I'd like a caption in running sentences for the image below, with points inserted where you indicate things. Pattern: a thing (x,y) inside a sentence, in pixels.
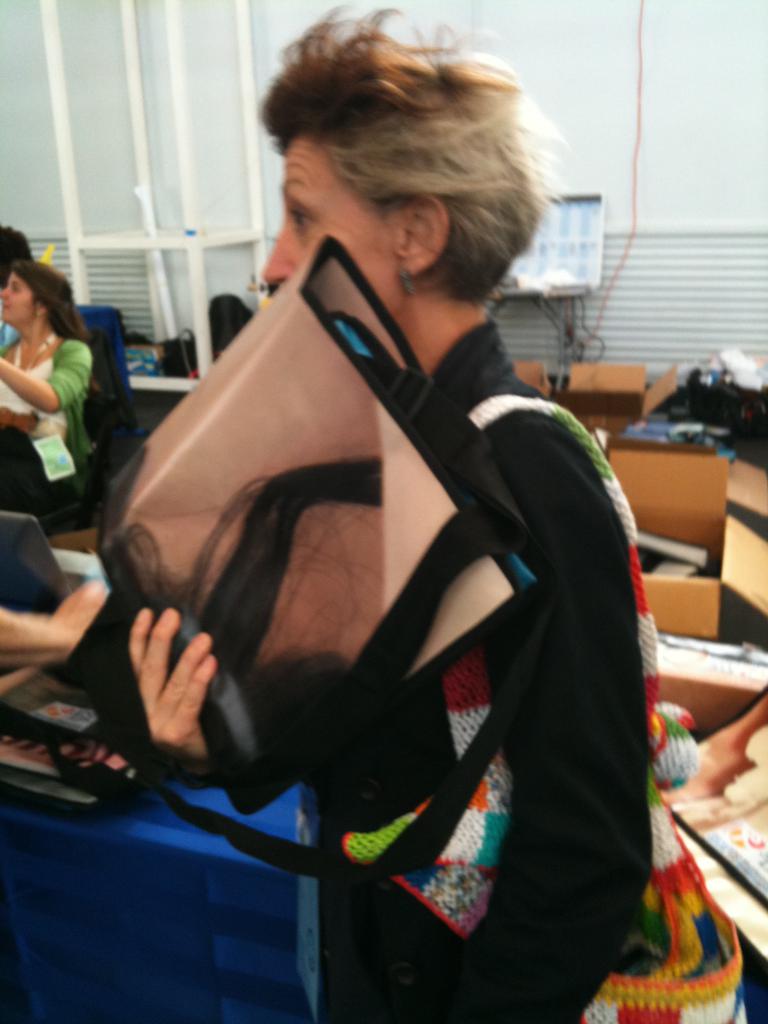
In this image in the foreground (699,1016) we can see a person (433,1023) standing and holding a bag (255,344), and at the back (70,428) we can see some people's (47,503), box (665,609).
